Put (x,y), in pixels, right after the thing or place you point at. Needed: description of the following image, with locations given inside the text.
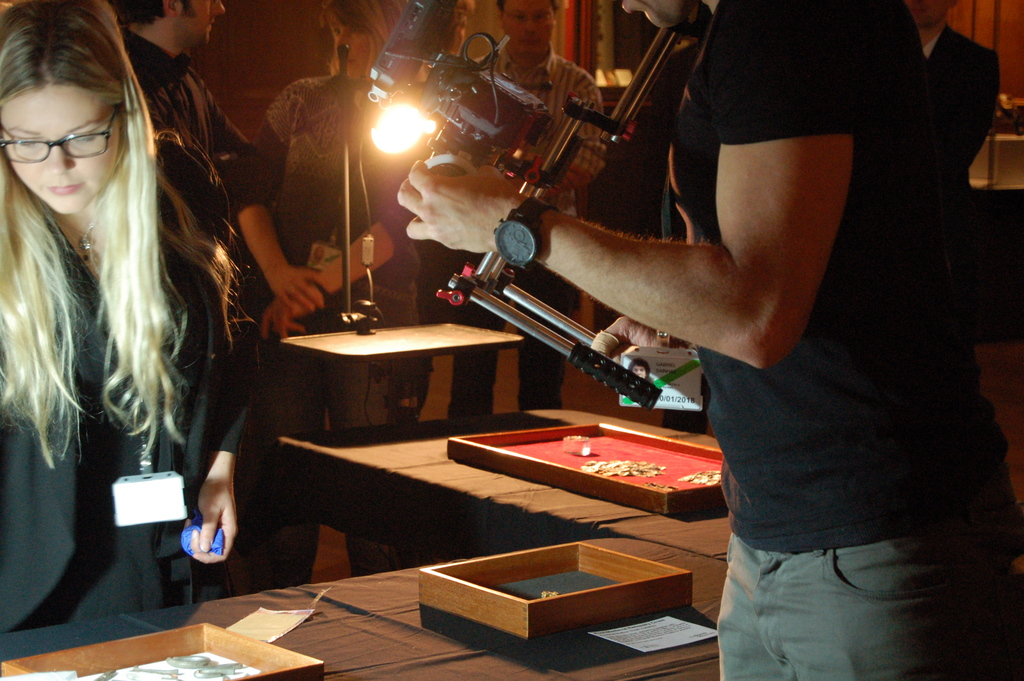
There are group of person (312,239) standing in this image. The person (800,307) at the right side (803,358) wearing a black colour t-shirt (791,411) is holding instrument (484,122) in his hand (462,184). The woman (79,368) at the left side (79,368) wearing a black colour dress (96,445) is doing some work on the table (365,655). There is a wooden table (389,649) in the front (389,647) and two boxes (502,618) are kept on this table (407,654). In the background (299,105) there are four person (310,92) standing.
